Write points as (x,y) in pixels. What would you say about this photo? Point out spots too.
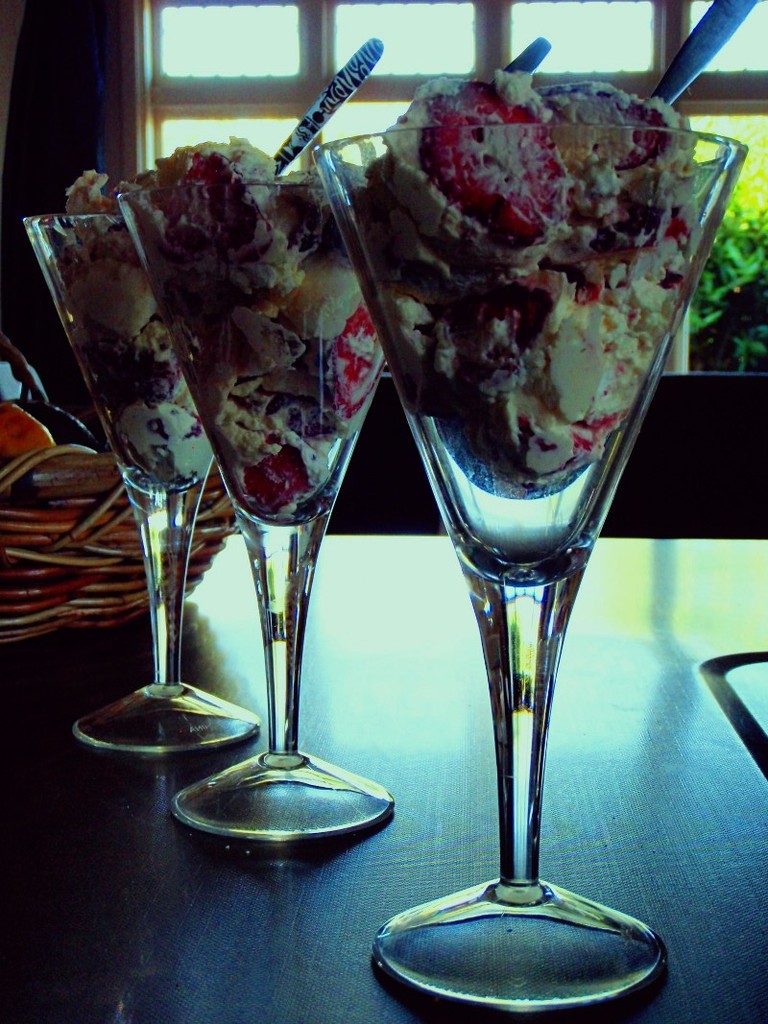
In the center of the image (385,601) there is a table (434,648). On the table (396,702) we can see a glass (559,314) of ice-cream (556,262) with spoon (678,81) and basket (134,542) are present. In the background of the image (437,68) we can see a window (469,19), wall (1,53) and some plants (718,292) are there.
